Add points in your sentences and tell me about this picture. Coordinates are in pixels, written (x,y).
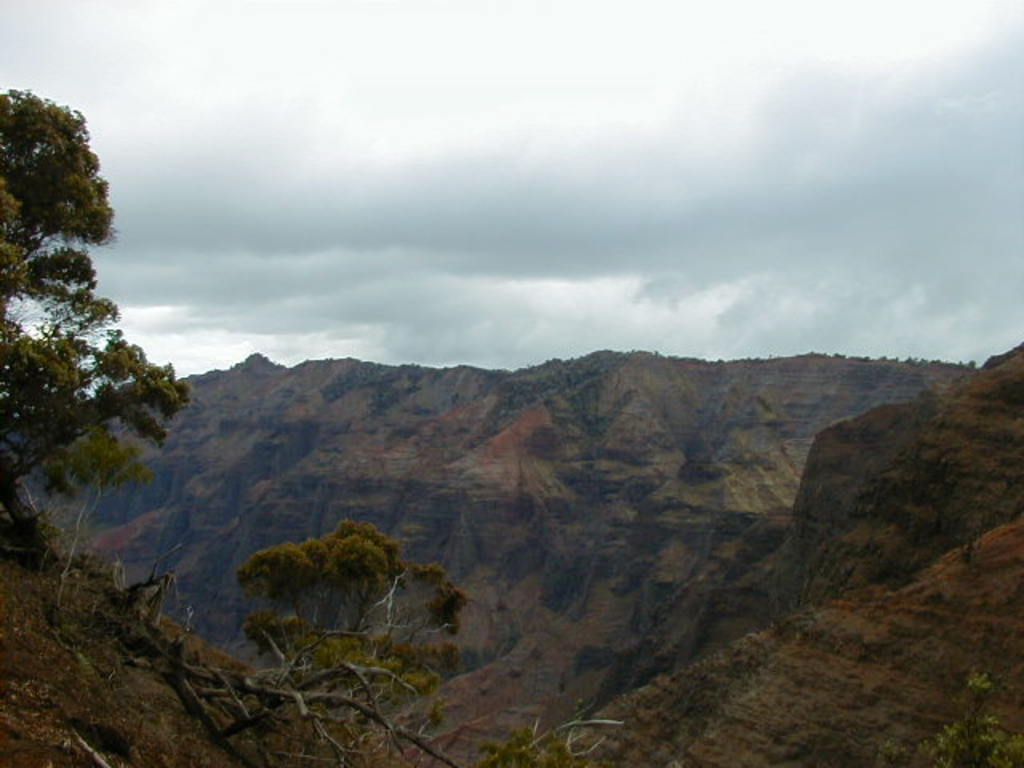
In this image I can see trees (382,695) in green color, background (528,394) I can see mountains (608,497) and sky (554,188) in white and gray color.
